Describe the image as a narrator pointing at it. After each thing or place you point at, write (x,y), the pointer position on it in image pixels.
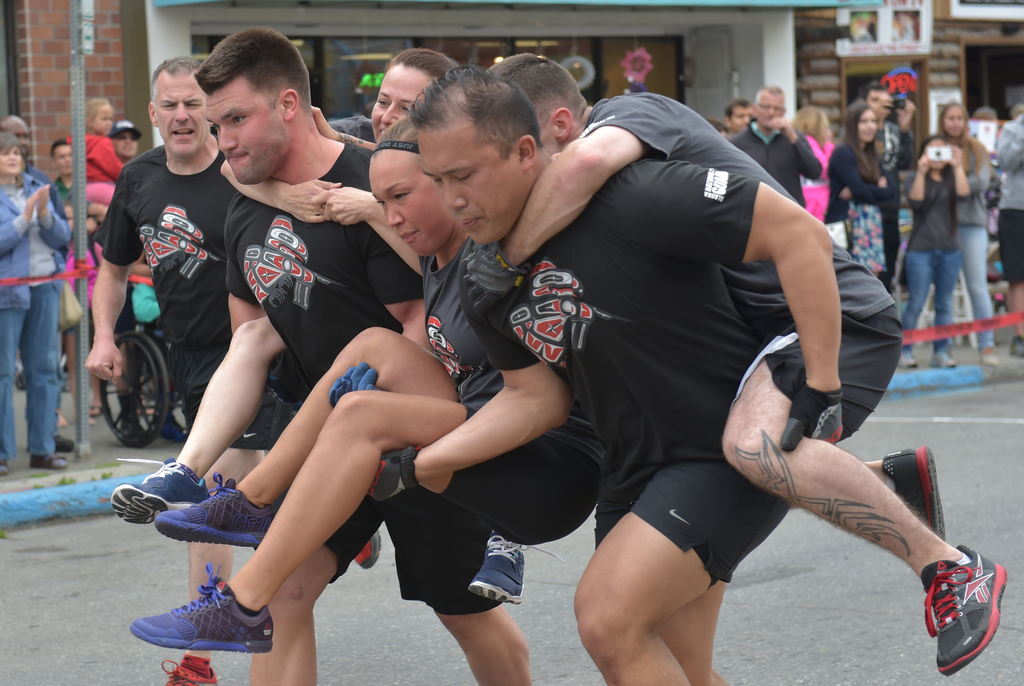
There are two men (660,369) carrying other three persons (494,265) on them and running on the road (754,557). In the background (28,262) there are few persons (41,237), caution tape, poles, wall (52,31), glass doors (1015,96), objects (892,90) and hoardings (1006,14).
